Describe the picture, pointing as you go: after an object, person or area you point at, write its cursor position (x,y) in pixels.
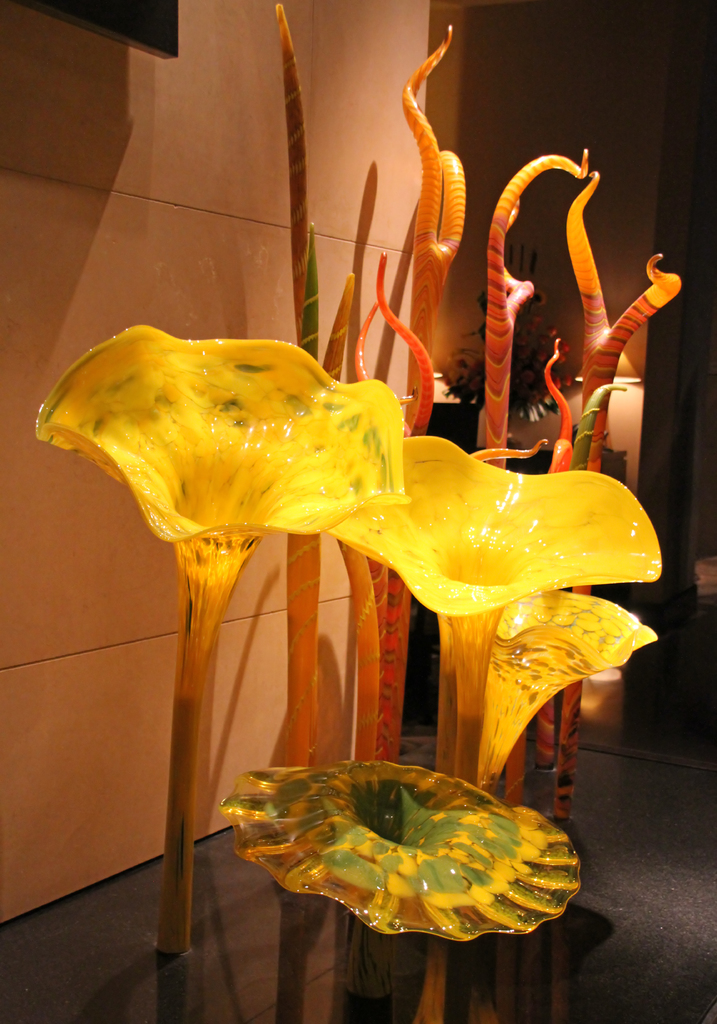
In this picture there are artificial flowers (429,437) and other objects (591,250). In the background (561,356) there are house plant (522,396), desk (472,408) and lamps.
